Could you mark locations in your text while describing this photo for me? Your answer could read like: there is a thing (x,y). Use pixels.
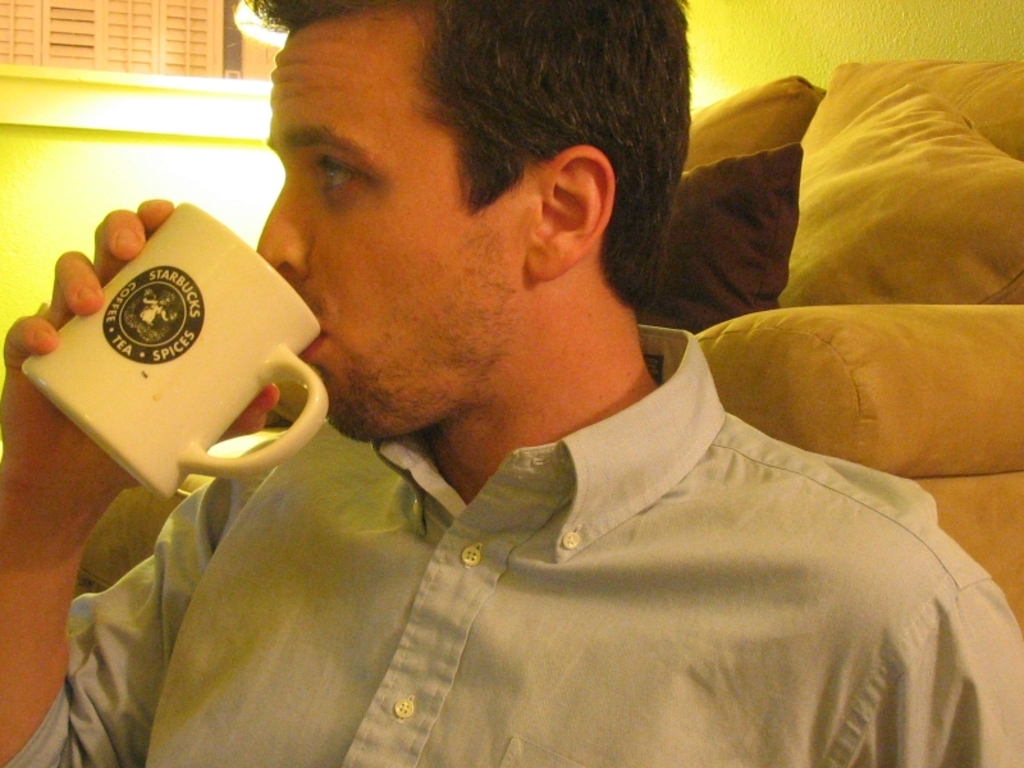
In this picture we can see a man (413,406) holding cup (217,355) in his hand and drinking. Behind to him we can see a wall (814,14), pillows (792,205) and cushions (820,273).
